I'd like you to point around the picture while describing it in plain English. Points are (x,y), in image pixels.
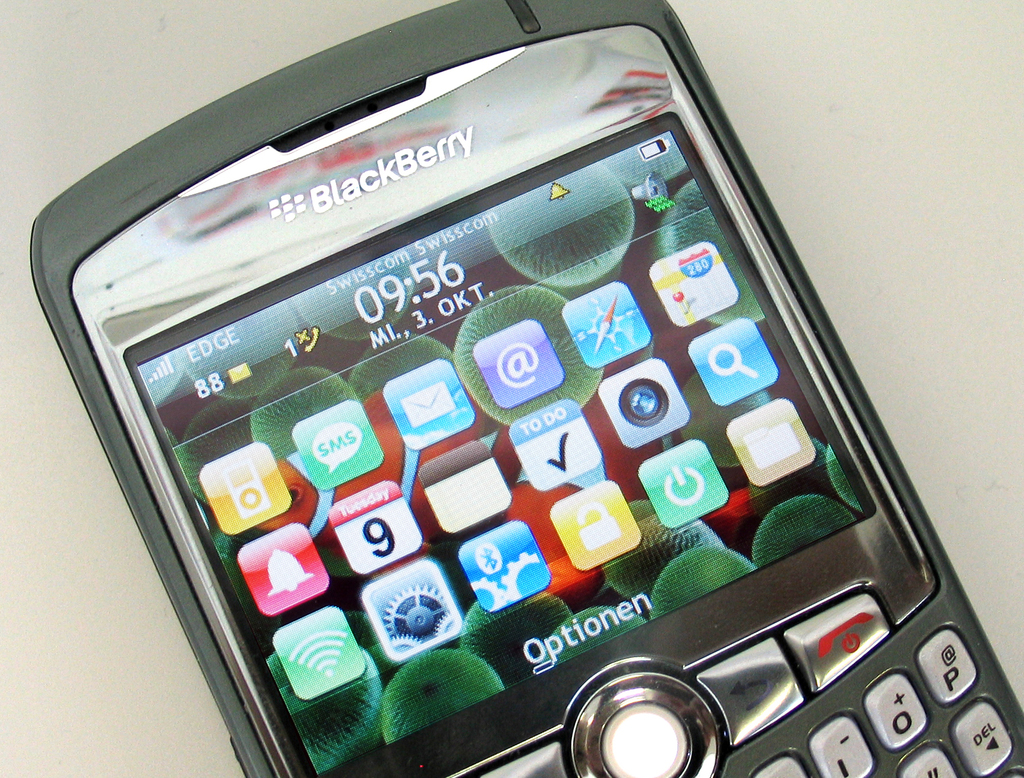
In the image there is a mobile (724,451). There are buttons (832,721). On the screen (564,651) there are few applications (466,401) and there is some text (615,620) on it. And also there is a name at the top of the mobile (288,193).
